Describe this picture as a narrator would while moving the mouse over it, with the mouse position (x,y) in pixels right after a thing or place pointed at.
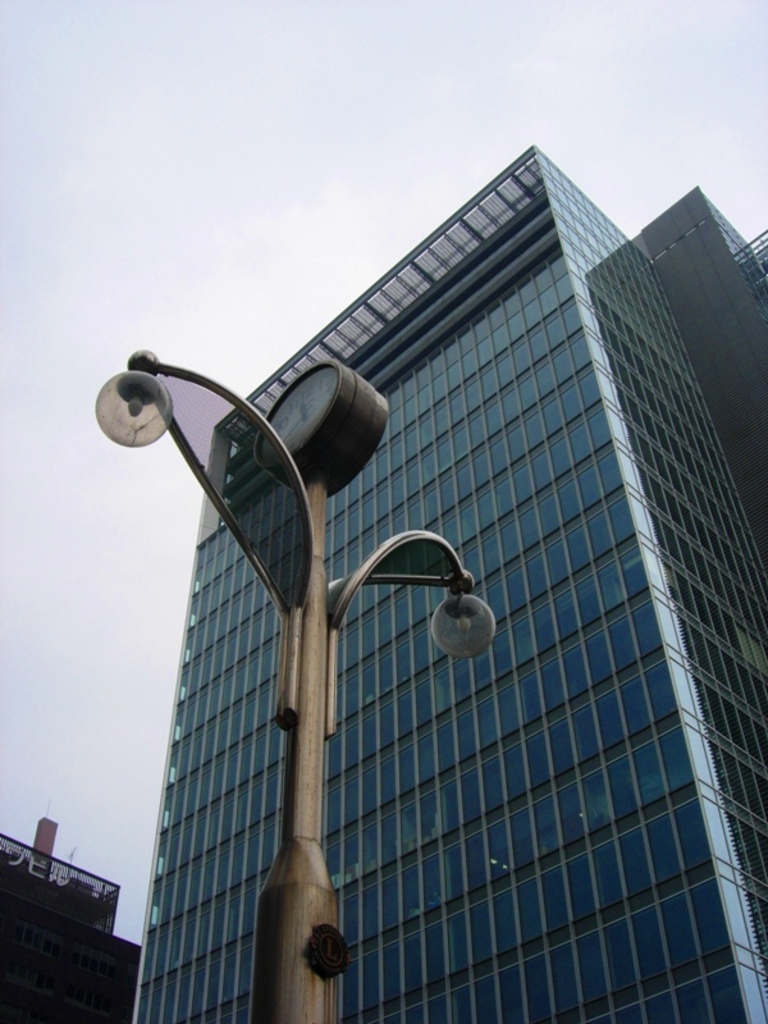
This picture shows buildings (52,981) and we see a pole (214,386) and couple of lights (117,419) and we see a cloudy sky (333,179).
